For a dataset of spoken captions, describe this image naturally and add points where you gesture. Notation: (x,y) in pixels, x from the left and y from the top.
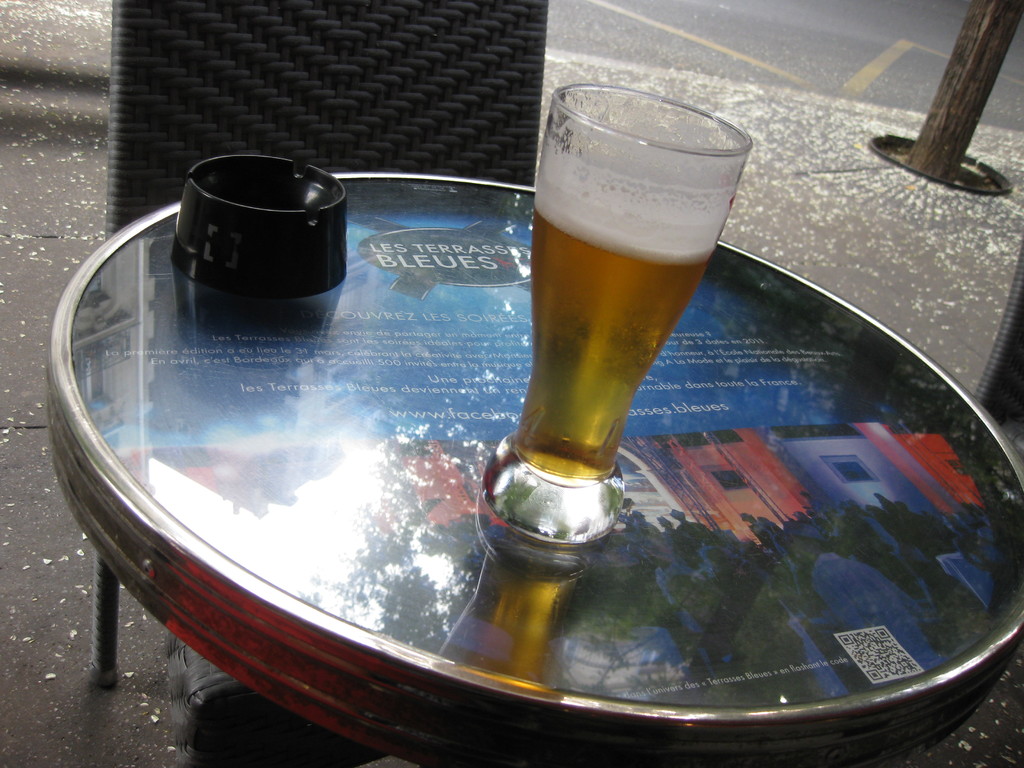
In this image I can see a table (197,410), on the table (410,328) I can see a drink (630,297) contain a glass (557,183) and in front of table (235,514) I can see a chair (285,63) and an ashtray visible kept on table (741,255) on the left side (285,209).
